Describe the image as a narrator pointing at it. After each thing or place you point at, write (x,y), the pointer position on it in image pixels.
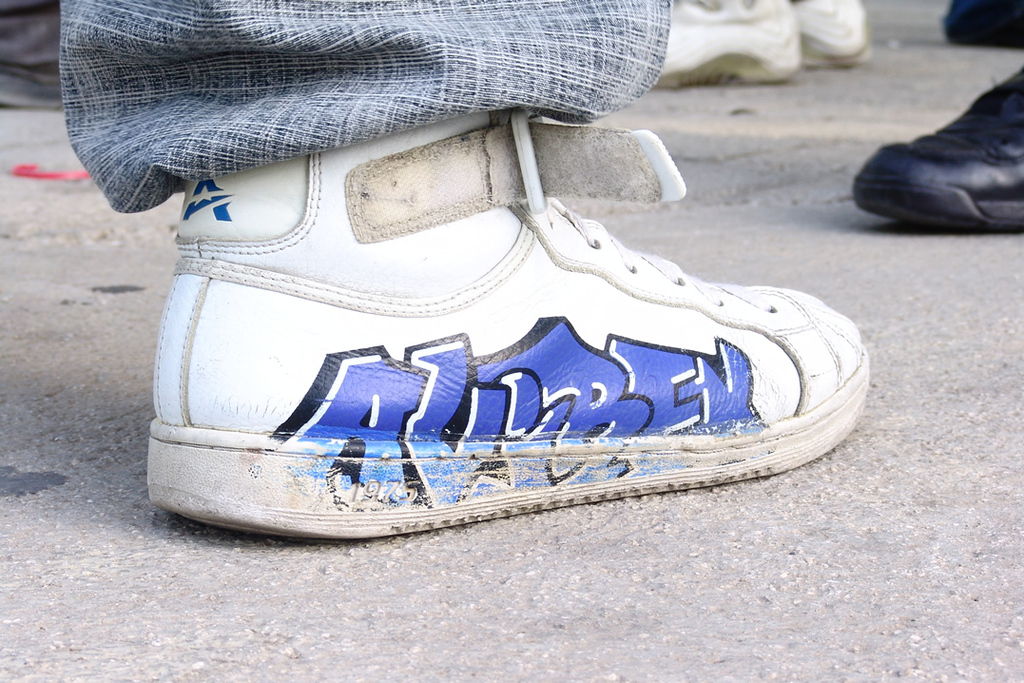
In this image we can see that there is a person (313,83) standing on the floor (329,560) by wearing the shoe (404,326). In the background (831,54) there are few other persons (785,41) who are wearing the shoes (909,158) and standing on the floor (934,264).
